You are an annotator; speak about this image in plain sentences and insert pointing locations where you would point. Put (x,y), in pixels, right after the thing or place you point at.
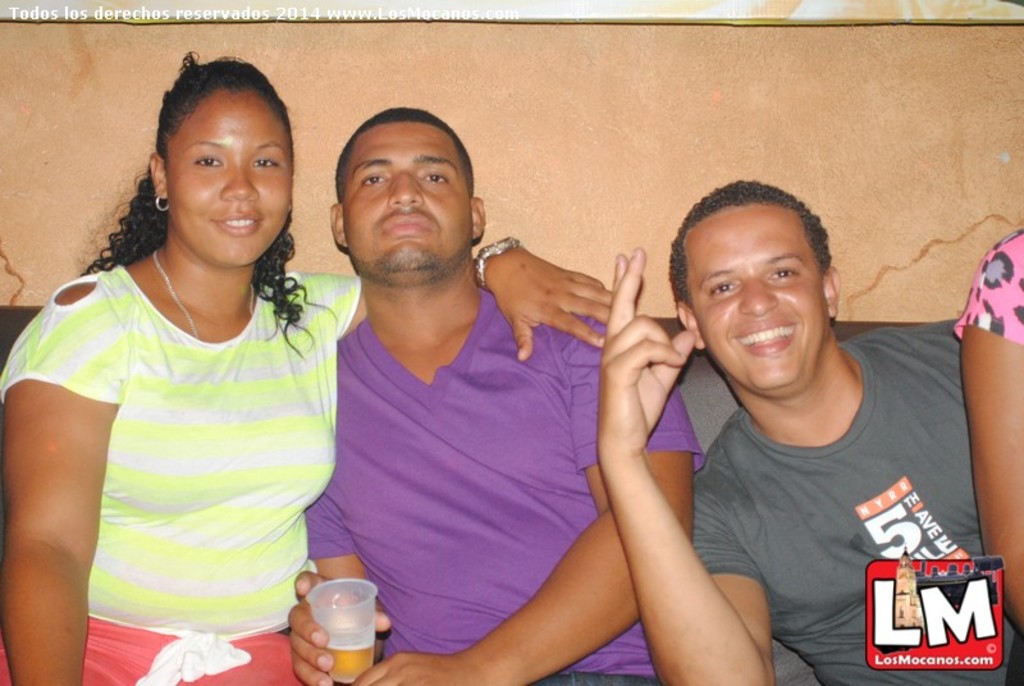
In this image, we can see three persons (809,334) in front of the wall (712,173). There is a person (484,360) in the middle of the image (415,439) holding a glass (356,612) with his hand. There is a person hand (976,406) on the right side of the image (963,403).
